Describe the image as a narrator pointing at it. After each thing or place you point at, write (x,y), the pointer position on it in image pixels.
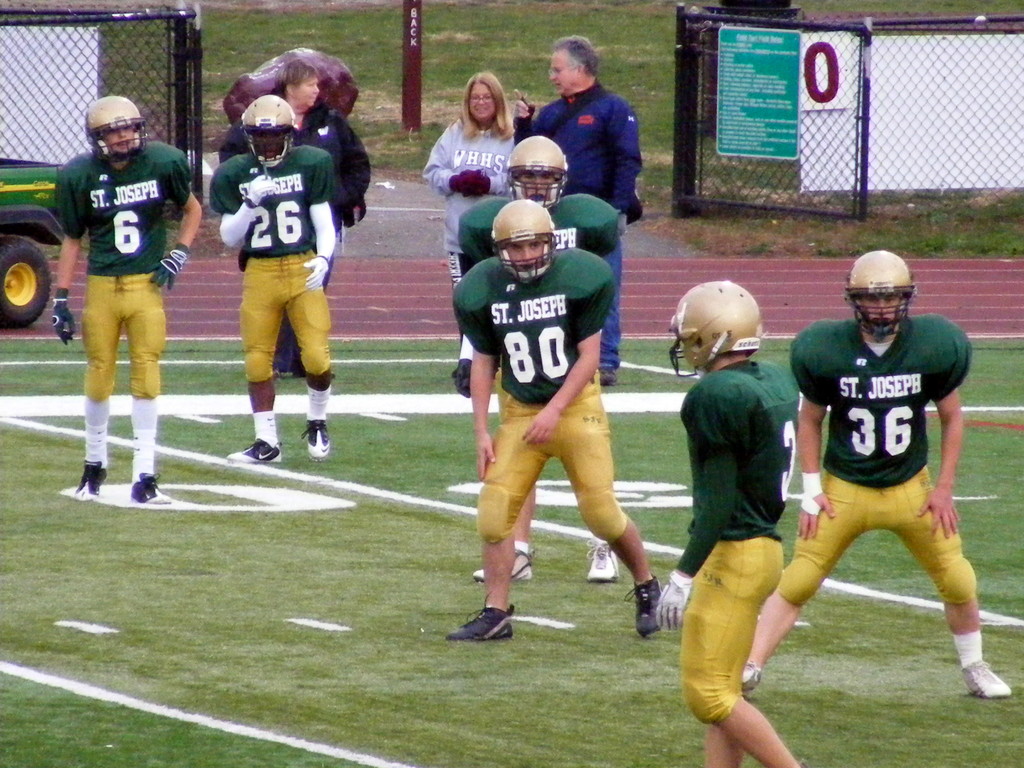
In this picture there are people (316,245), among them few people (812,485) wore helmets (257,120) and we can see grass (640,89), vehicle (21,298) on the ground (1015,302), gate (865,38), boards (769,75), meshes (716,82), rock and pole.
